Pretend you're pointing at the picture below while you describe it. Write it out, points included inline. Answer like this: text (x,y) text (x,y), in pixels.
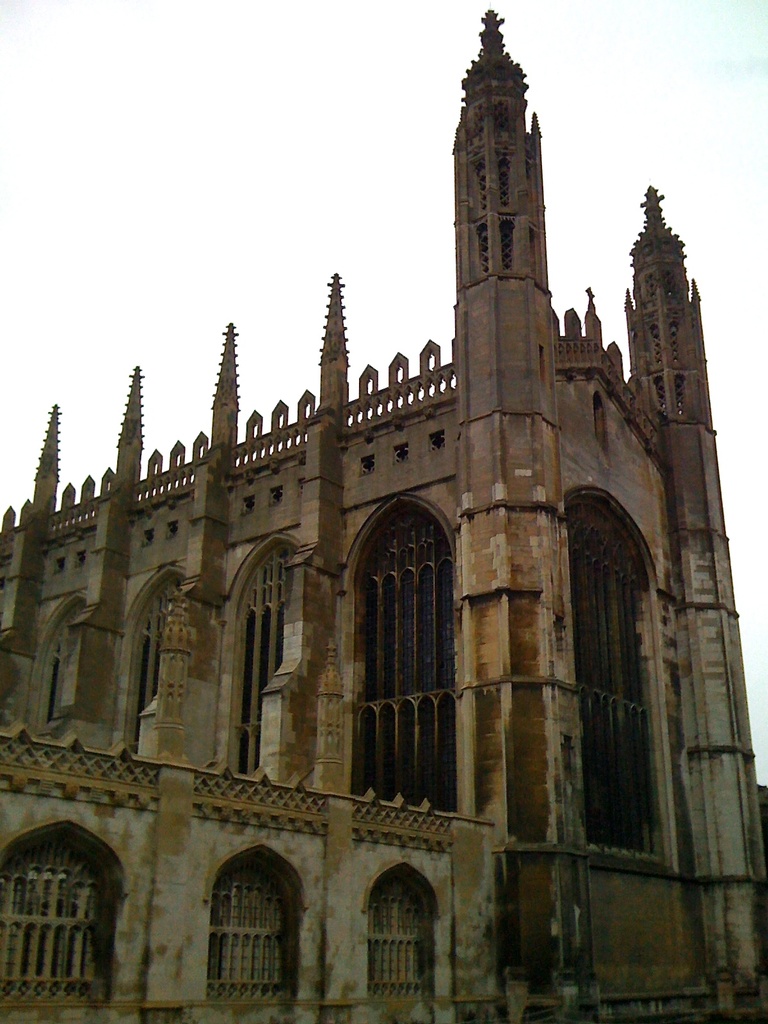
In this image, this looks like a building (405,566) with the windows (394,575). At the top of the image (187,157), I think this is the sky (655,69).
